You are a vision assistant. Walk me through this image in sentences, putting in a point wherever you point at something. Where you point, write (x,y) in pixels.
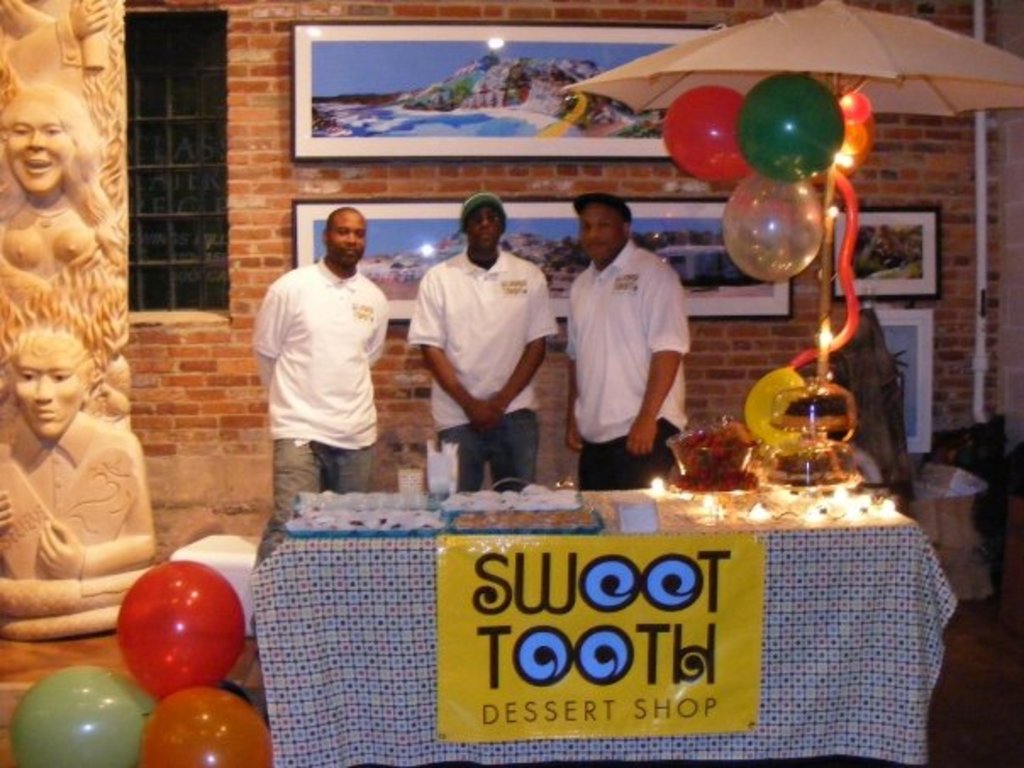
In this image we can see three persons (432,347) standing, there is a table cover (780,525) with a cloth (847,576) and there are few objects (315,507) on the table (761,529), there is an umbrella (835,72) and few balloons (809,180) attached to it, there are few balloons (232,654) beside the table (391,734), there is a pillar (80,306) with design (93,306), there is a wall (249,129) with picture frames (444,86) and a window (139,240) and there are few objects (241,562) on the floor (963,636).
